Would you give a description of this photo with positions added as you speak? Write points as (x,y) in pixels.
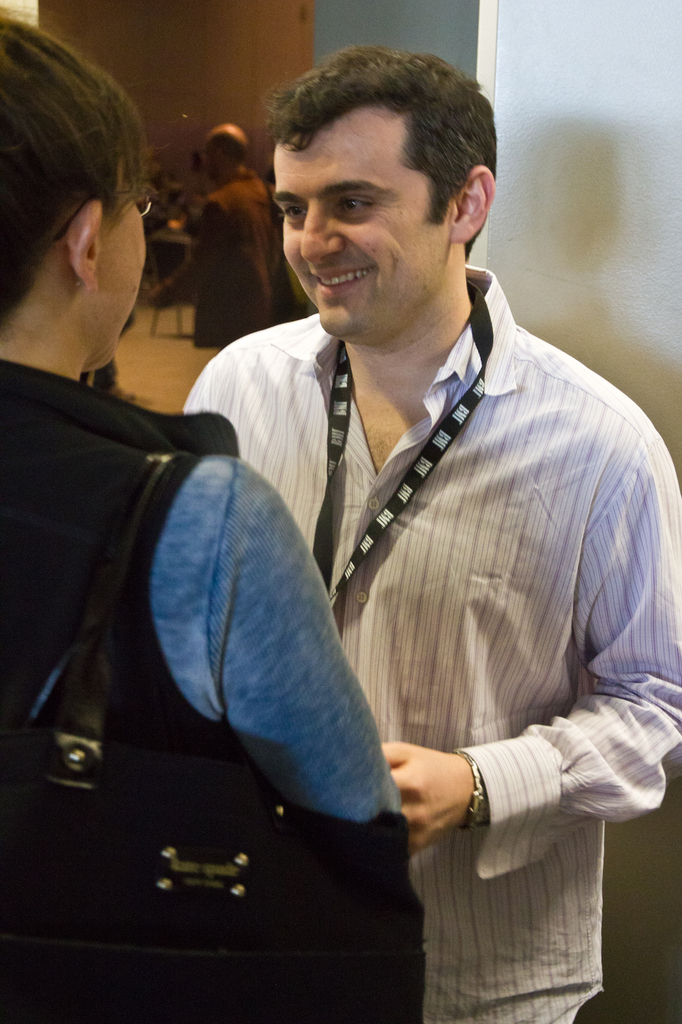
In the center of the image (380,446) we can see a man (487,552) a woman (257,702) standing. In that the woman (251,720) is wearing a bag (239,829). On the backside (207,263) we can see a person (239,200) and a wall (539,168).
